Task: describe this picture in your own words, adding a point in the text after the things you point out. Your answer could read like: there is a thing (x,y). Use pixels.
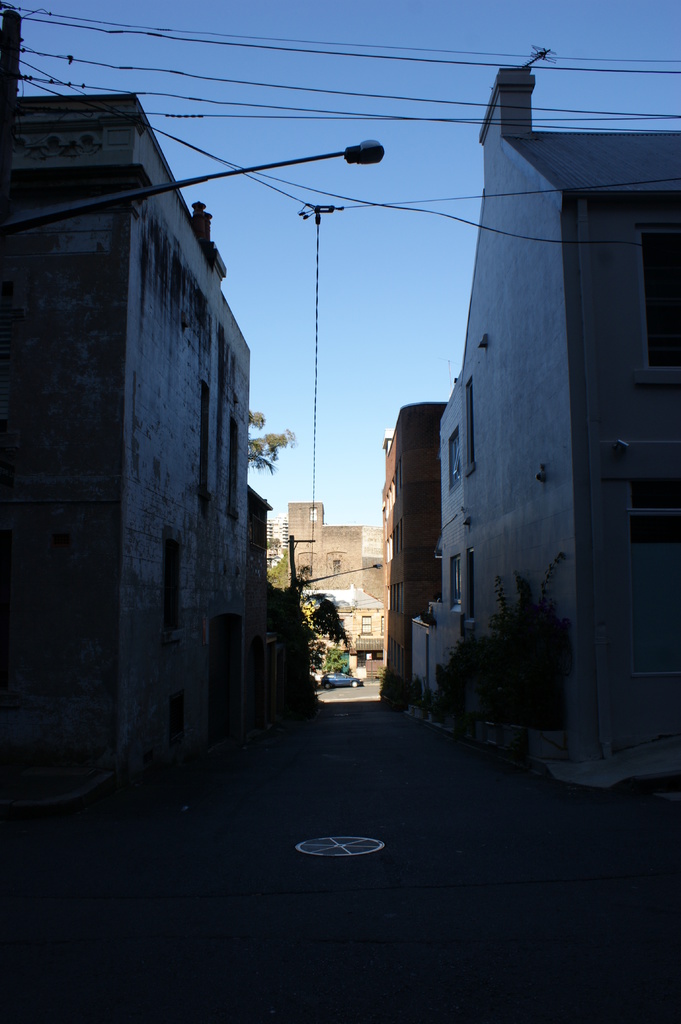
This image is clicked on the road (423,971). At the bottom (317,885), there is a road (307,872). On the left (95,645) and right, there are buildings (133,653). In the background (339,674), we can see a car (326,684) on the road (332,690) along with a tree (338,632) and a building (355,579). At the top (300,155), there is sky (290,176). And we can see the wires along with a light (363,153).
